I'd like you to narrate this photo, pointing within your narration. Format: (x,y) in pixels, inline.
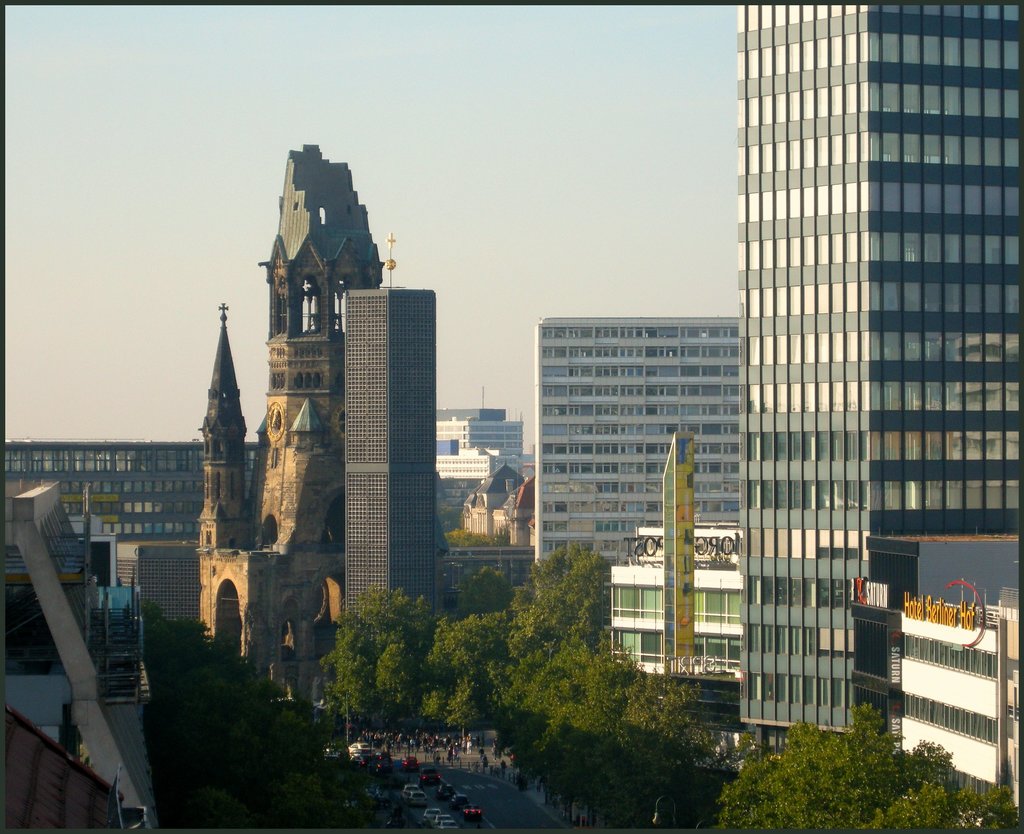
This picture shows few buildings (678,335) and we see trees (579,685) and few cars (412,791) moving on the road (406,776).
